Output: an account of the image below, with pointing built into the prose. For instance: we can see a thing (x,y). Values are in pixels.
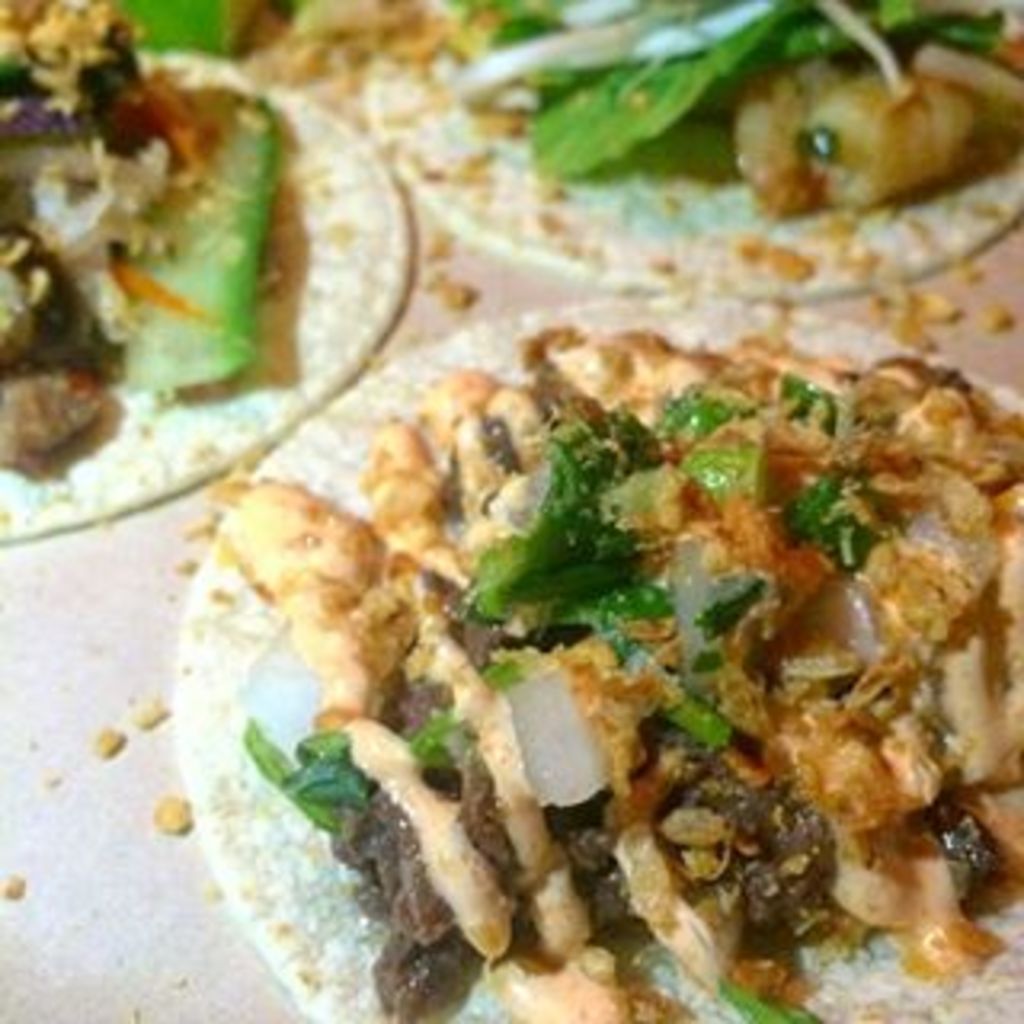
In the image we can see there are food items (402,185) kept on the table (101,1008).
